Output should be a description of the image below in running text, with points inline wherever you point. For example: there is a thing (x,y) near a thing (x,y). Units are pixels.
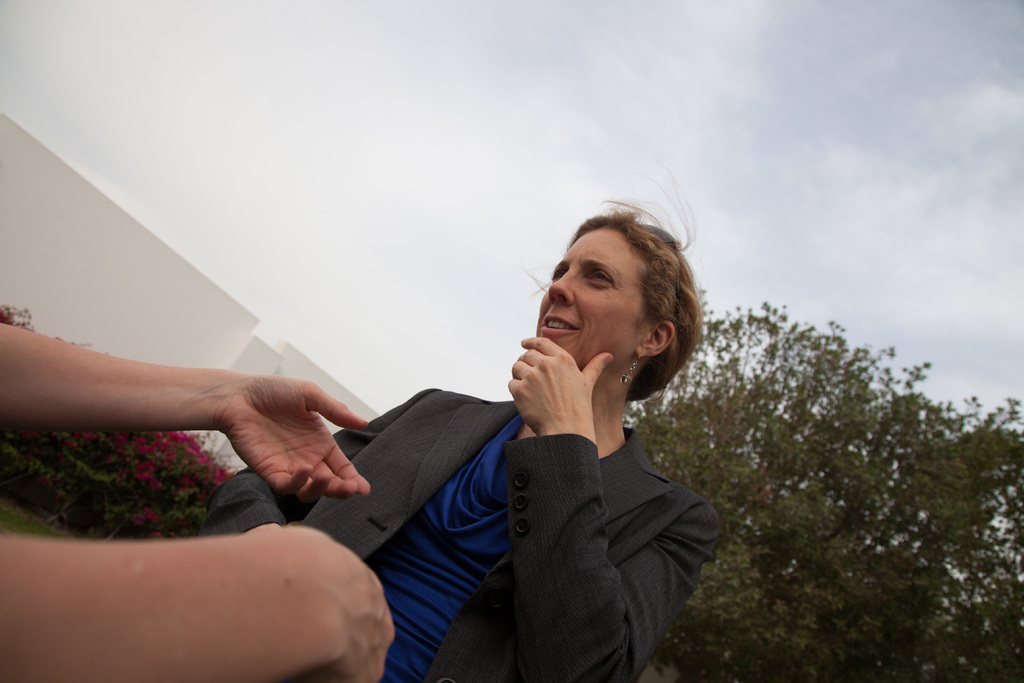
In this picture we can see a woman (547,525) on the path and in front of the woman (484,537) we can see only person hands (300,541). Behind the women (548,548) there are trees (761,521), wall (170,270) and a cloudy sky (507,169).
